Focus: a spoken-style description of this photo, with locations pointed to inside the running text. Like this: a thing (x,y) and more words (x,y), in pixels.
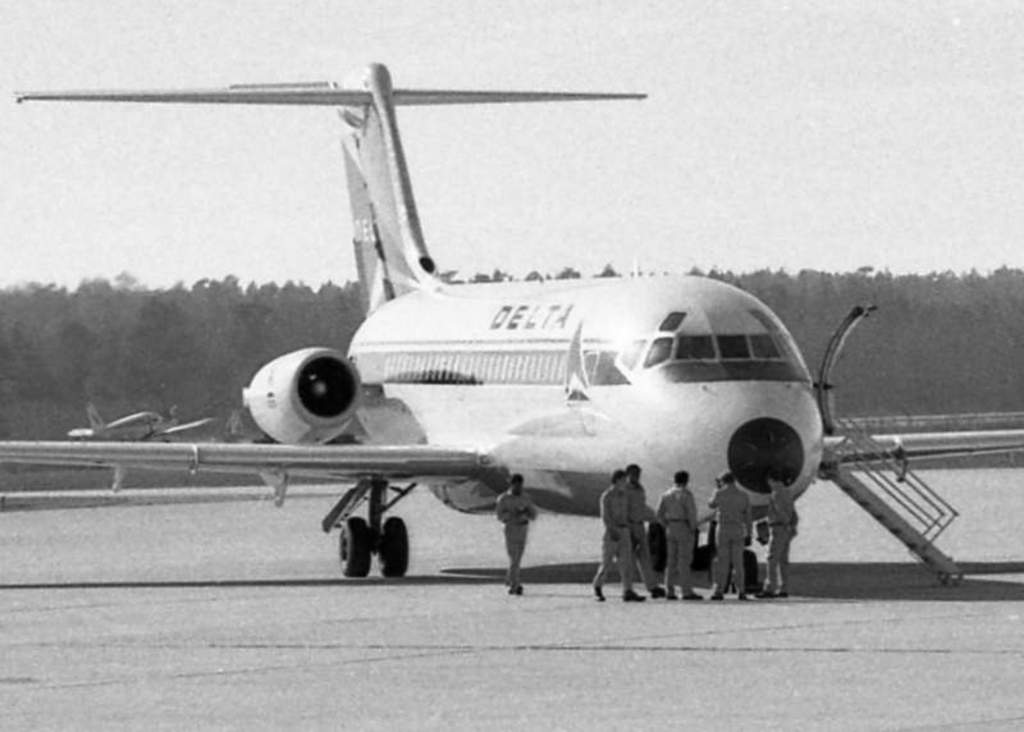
It is the black and white image in which there is an airplane (546,391) in the middle (575,430). In front of an airplane (681,397) there are few people (715,554) standing on the runway (707,576). In the background (274,298) there are trees (264,313). At the top (737,168) there is sky (749,164).
